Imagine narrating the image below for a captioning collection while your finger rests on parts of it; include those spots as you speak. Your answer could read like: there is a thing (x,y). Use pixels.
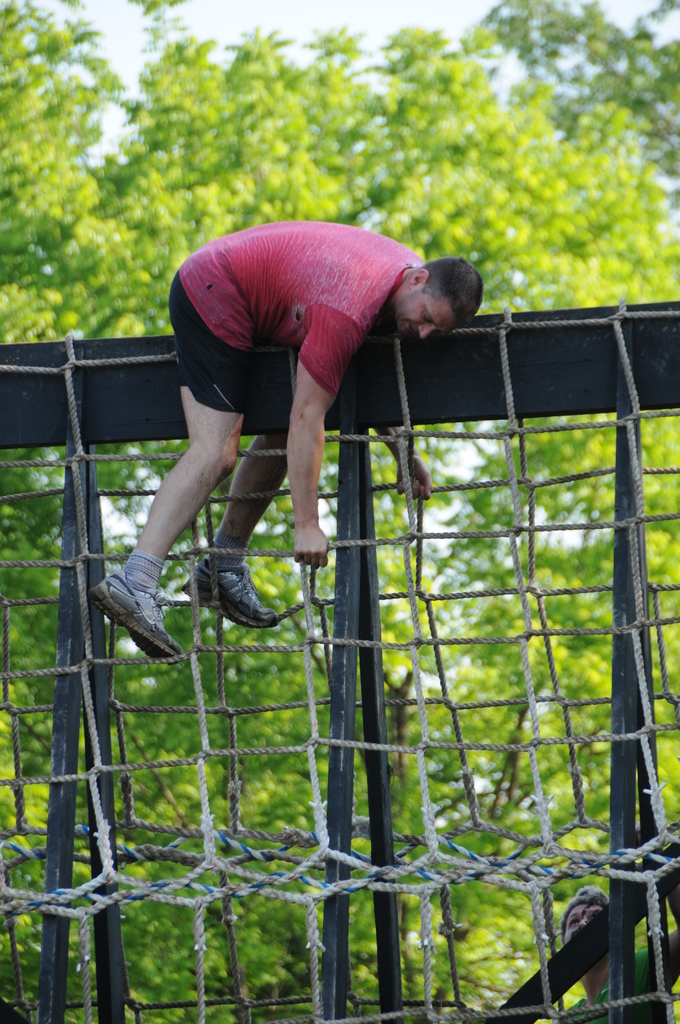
In this image, we can see a person (347,361) on the stand (108,414). Here we can see ropes (651,888). Background (485,121) there is a blur view. Here we can see trees (313,79) and sky (301,7). At the bottom of the image (590,978), we can see another person (600,978).
